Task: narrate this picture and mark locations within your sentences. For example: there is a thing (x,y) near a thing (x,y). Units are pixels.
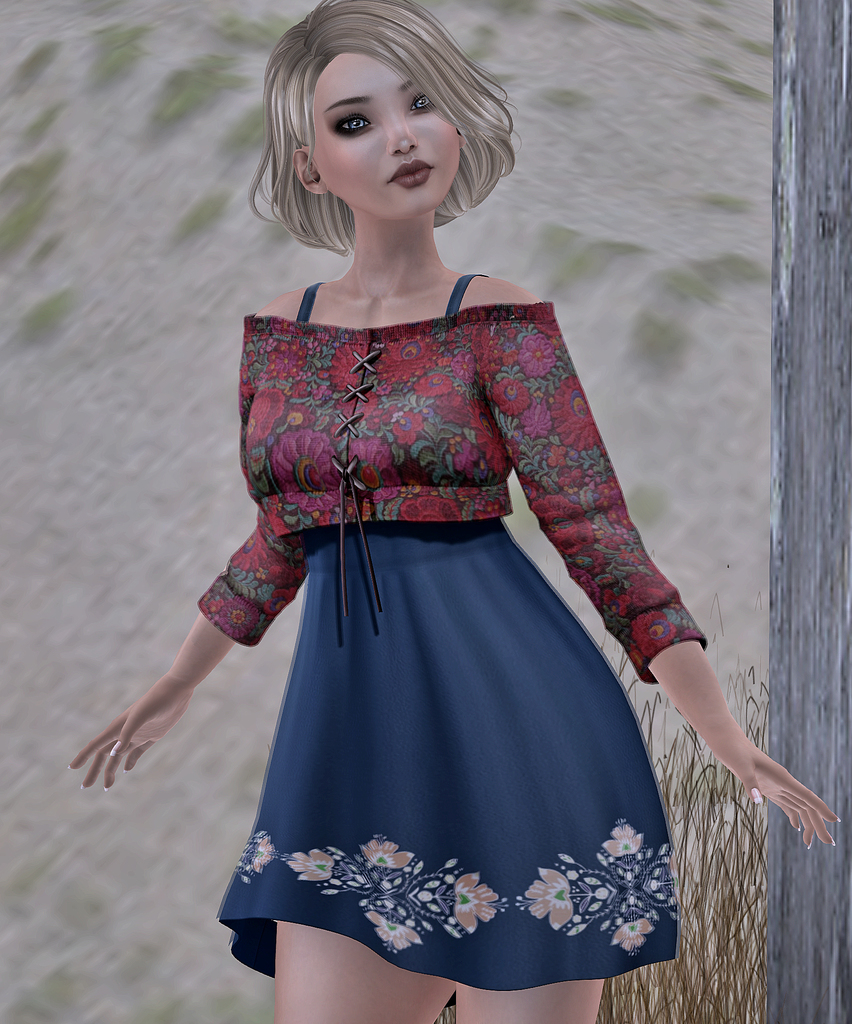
This image is a graphic. In the center of the image (427,389) there is a woman (346,827). On the right side of the image (781,763) we can see grass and tree (786,530).
